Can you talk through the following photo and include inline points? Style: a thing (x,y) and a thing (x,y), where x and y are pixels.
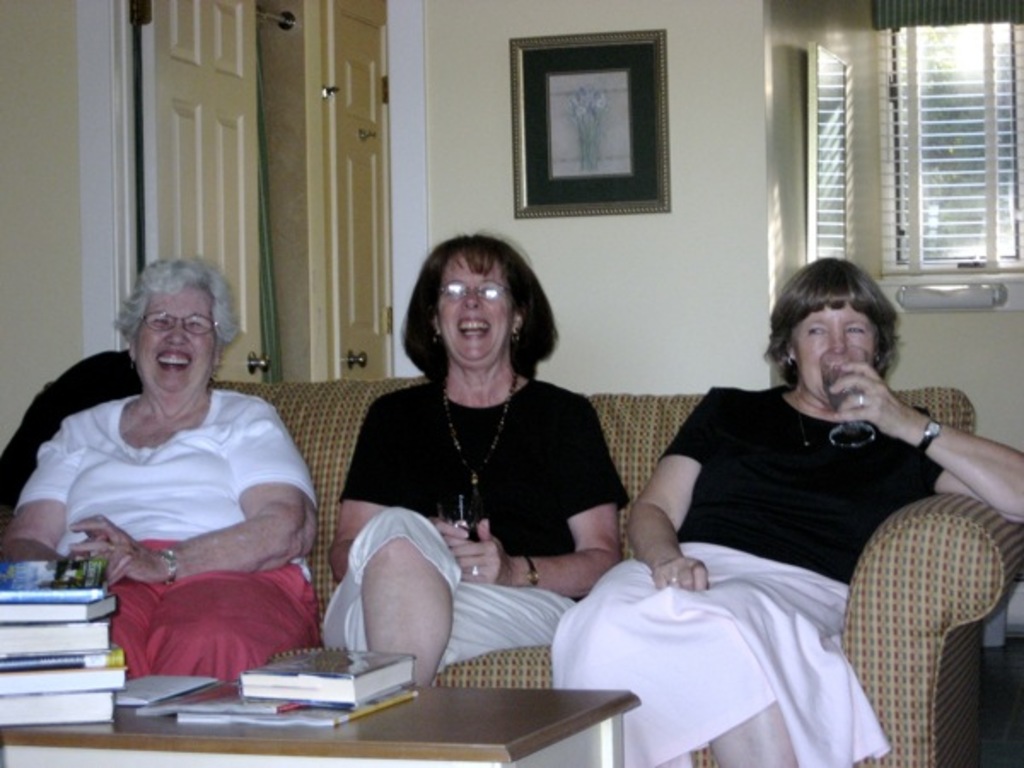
The picture is taken in a room (679,388). In the foreground of the picture (320,735) there is a desk (335,738), on the desk (312,751) there are books (122,662). In the center of the picture (621,463) there is a couch (317,413), on the couch (328,441) there are three women (374,470) sitting. In the background (196,92) there are window (917,121), frame (534,104) and door (257,160).
